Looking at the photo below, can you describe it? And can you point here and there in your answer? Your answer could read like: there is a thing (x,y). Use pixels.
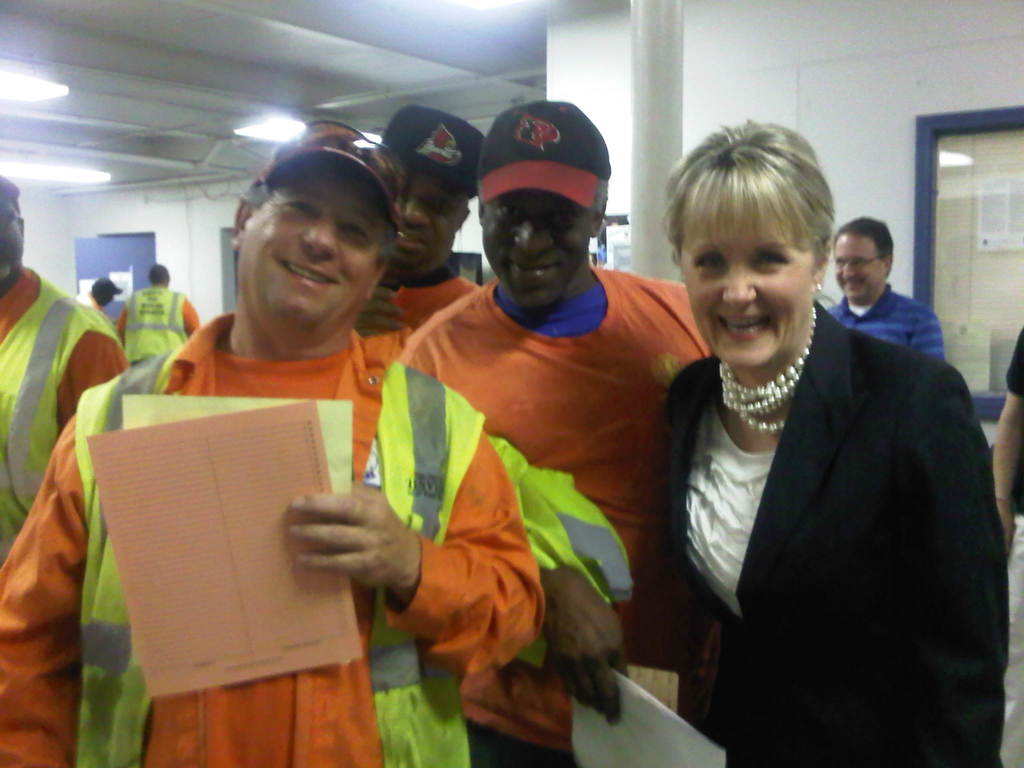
In this picture there are people (610,408), among them there are two men (421,453) holding papers (348,639). In the background of the image (754,78) we can see wall (767,67), pillar (634,124), boards (931,160) and lights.
